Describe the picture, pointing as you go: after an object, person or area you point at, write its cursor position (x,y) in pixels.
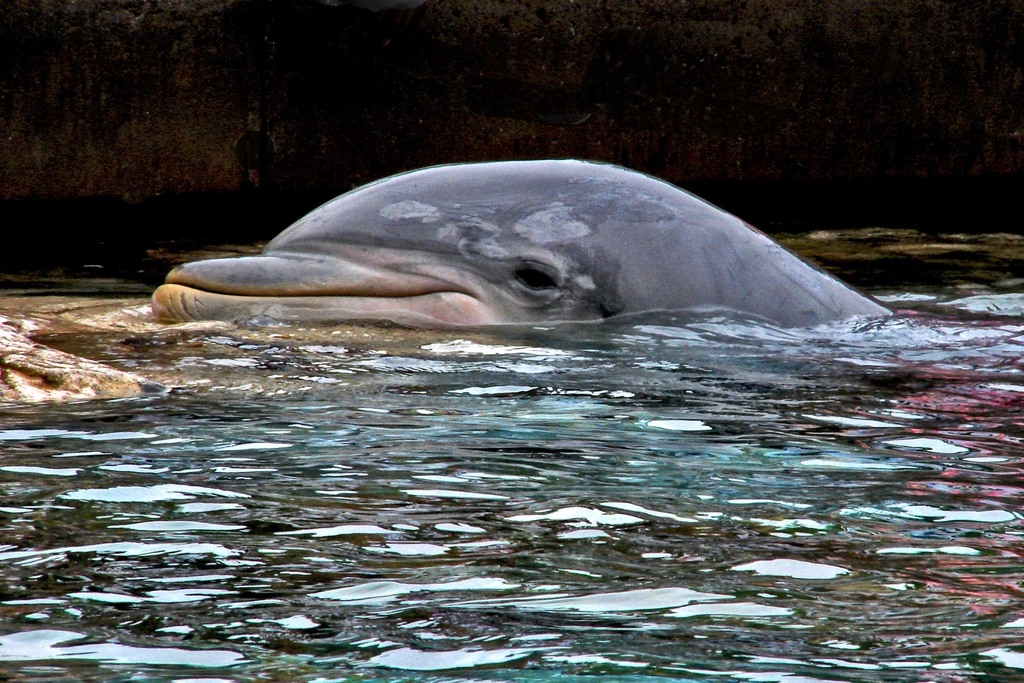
In this picture there is a dolphin (199,313) in the center of the image (446,247) in the water (128,348) and there is water (327,533) at the bottom side of the image (635,490).
